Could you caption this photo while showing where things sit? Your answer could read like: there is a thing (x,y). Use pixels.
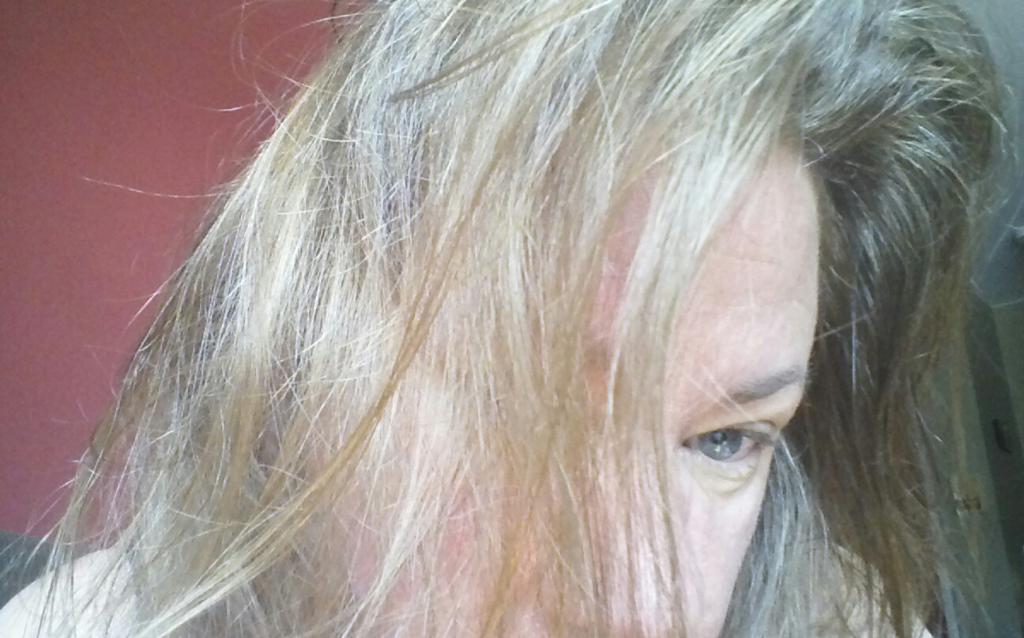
In this image, I can see a person (635,542) with a hair (879,275), which is blonde and grey in color. The background (45,260) is maroon in color.
